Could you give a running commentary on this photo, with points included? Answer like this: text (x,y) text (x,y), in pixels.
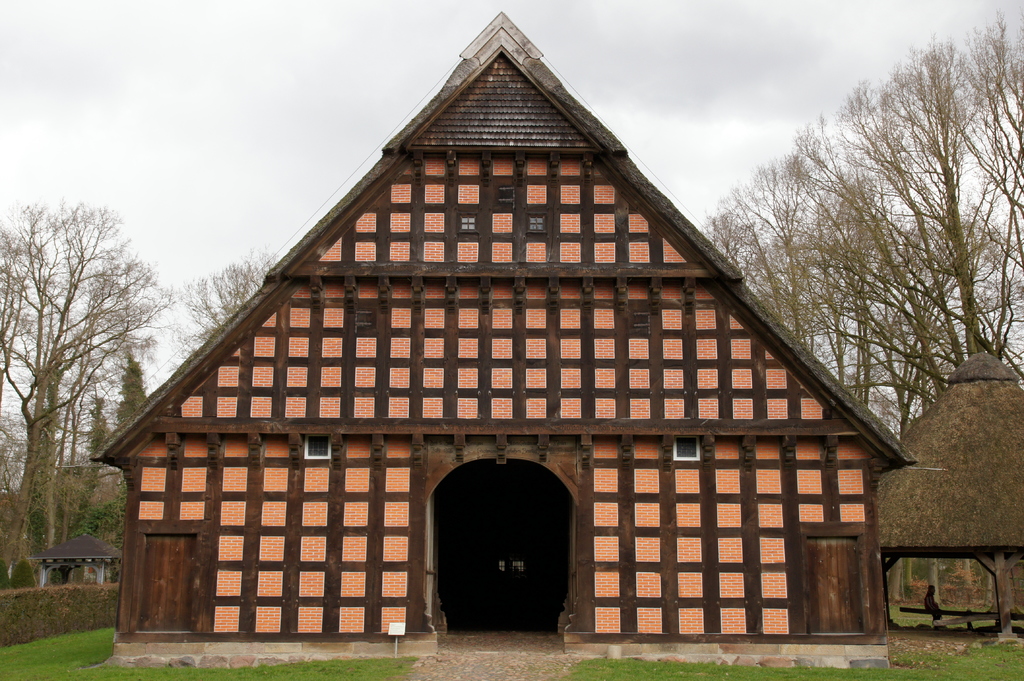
In this image I can see the hut (419,416) which is in brown color. To the right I can see the person (931,606). In the background (259,260) there are many trees (259,260) and the sky (221,121).
